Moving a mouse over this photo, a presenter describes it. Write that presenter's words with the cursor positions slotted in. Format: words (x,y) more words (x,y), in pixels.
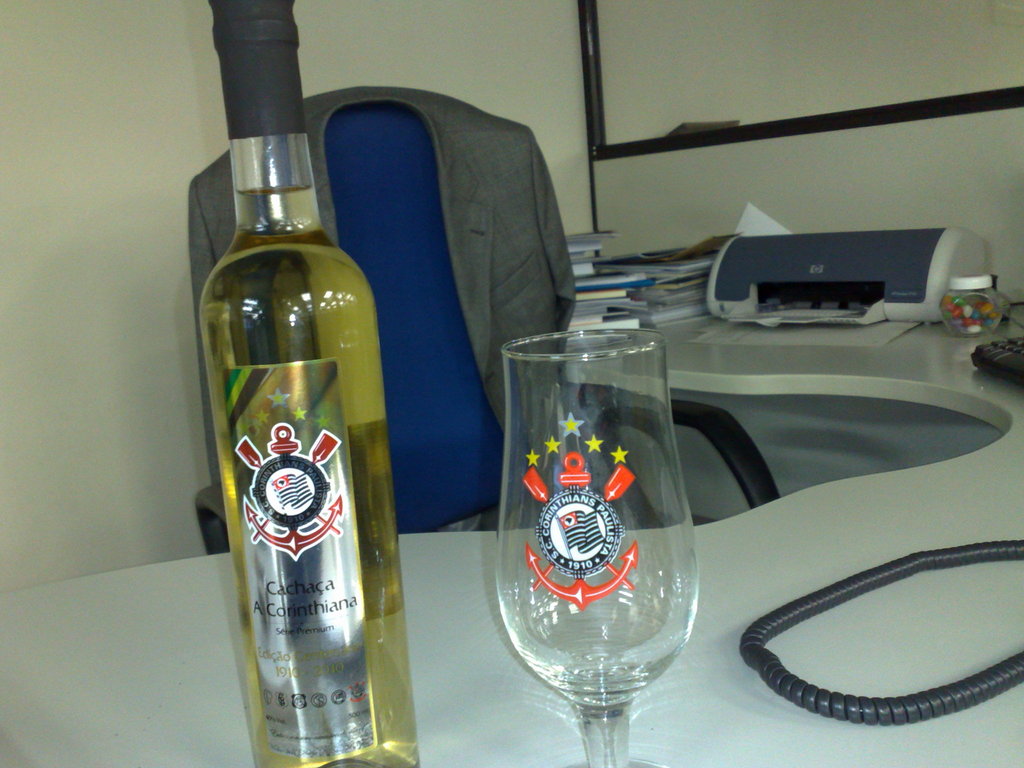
This picture is of inside the room (852,459). In the foreground (826,610) we can see the table (928,492) on the top of which glass (596,411), bottle (310,308) containing drink (356,340), jar (979,302), machine (911,272) and some books (645,287) are placed. In the center (455,451) there is a blue color chair (391,248). In the background (486,25) we can see a wall (609,31).
